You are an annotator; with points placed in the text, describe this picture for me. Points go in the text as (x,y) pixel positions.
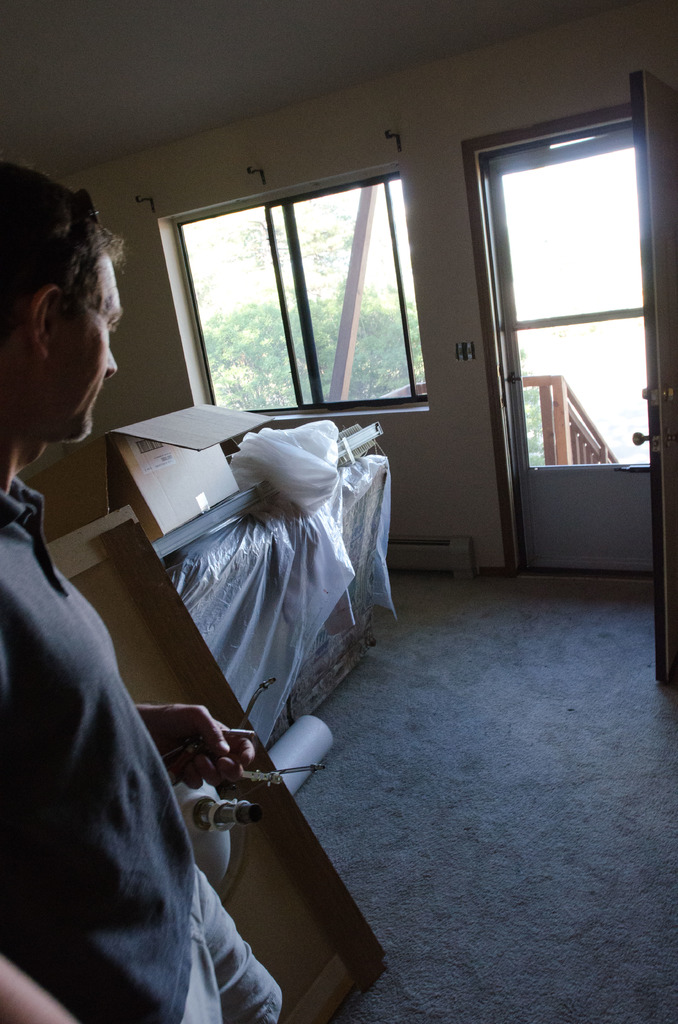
There is a man (55,1009) standing and holding an object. We can see cardboard box (173,519), cover (227,560) and objects (309,735) on the floor (398,703). We can see wall (437,416), glass window (334,301) and door (609,440), through this glass window (361,351) we can see trees (287,374).
